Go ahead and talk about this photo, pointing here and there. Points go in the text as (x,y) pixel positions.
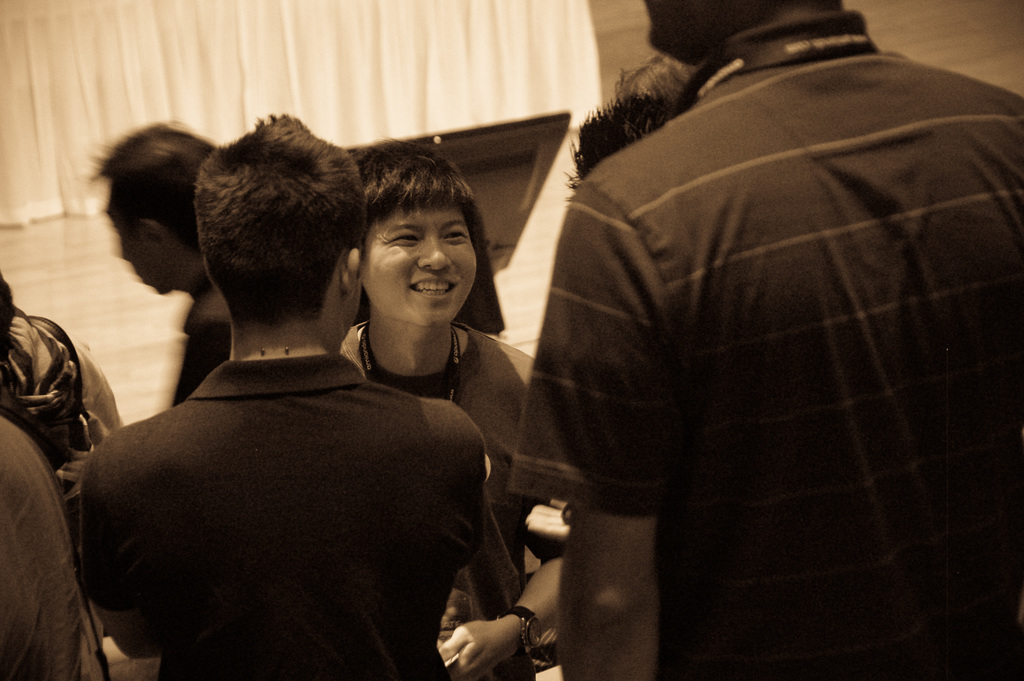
In this image I can see the group of people (304,371) with the dresses (323,384). In the background (210,101) I can see the floor (35,310) and the curtain (259,54) can be seen. This is a black and white image.
